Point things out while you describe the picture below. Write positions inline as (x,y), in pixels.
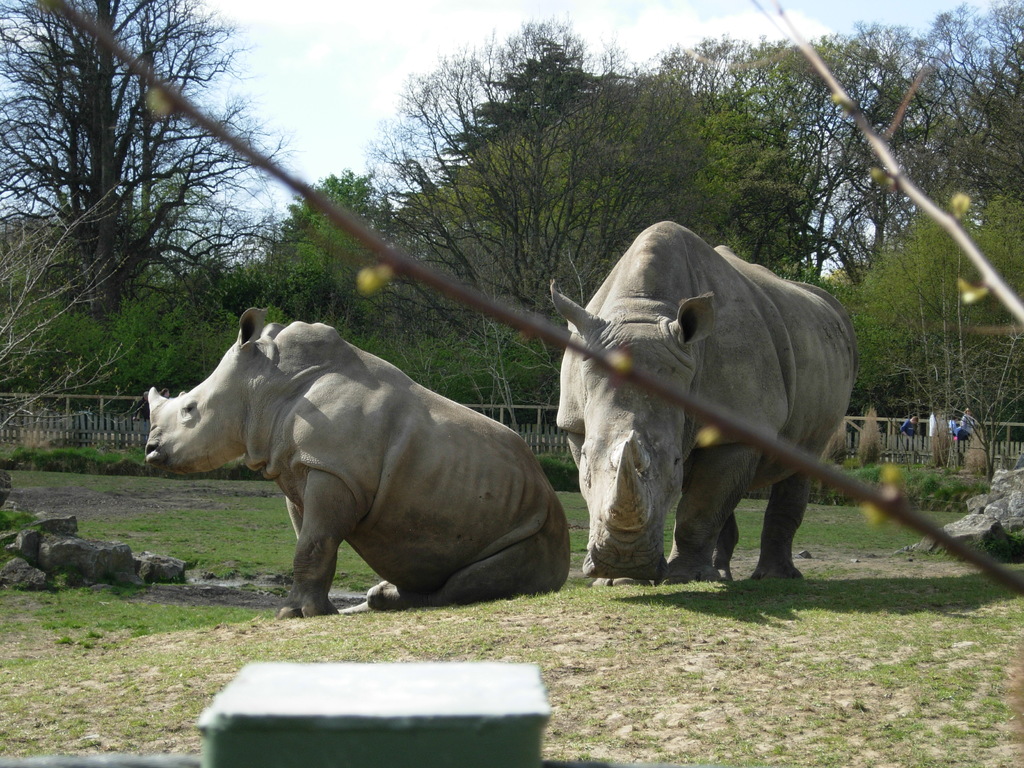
In the picture we can see two rhinoceroses (433,594) on the grass surface (5,611), one is sitting and one is standing beside it and in the background (902,438), we can see a railing (928,456) and some people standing near it and trees (647,209) behind them and we can also see a sky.
